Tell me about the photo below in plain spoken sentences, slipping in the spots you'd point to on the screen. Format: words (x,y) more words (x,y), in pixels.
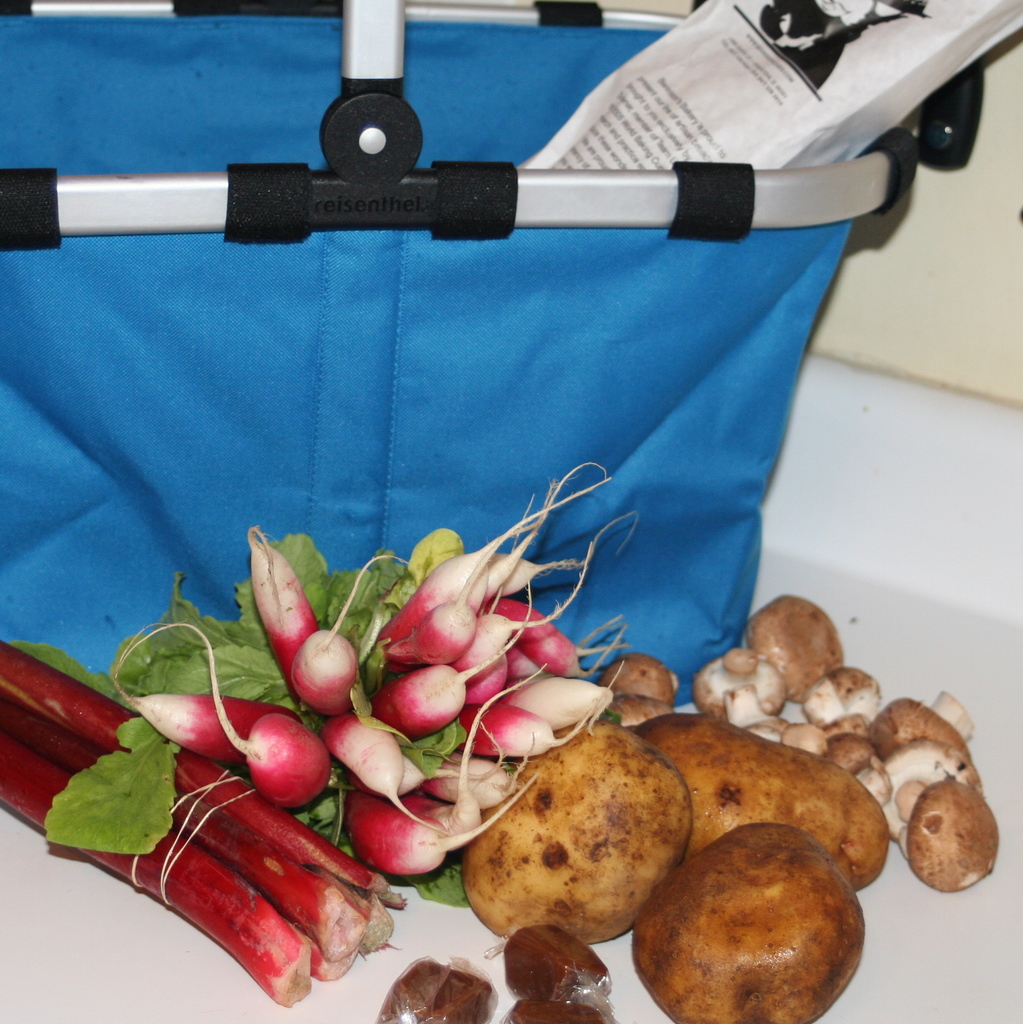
In this picture, there are vegetables (483,729) like potatoes (670,841), radish (375,676), mushroom (621,699) are placed on the counter (855,996). On the top (530,136), there is a blue bag (526,292).
